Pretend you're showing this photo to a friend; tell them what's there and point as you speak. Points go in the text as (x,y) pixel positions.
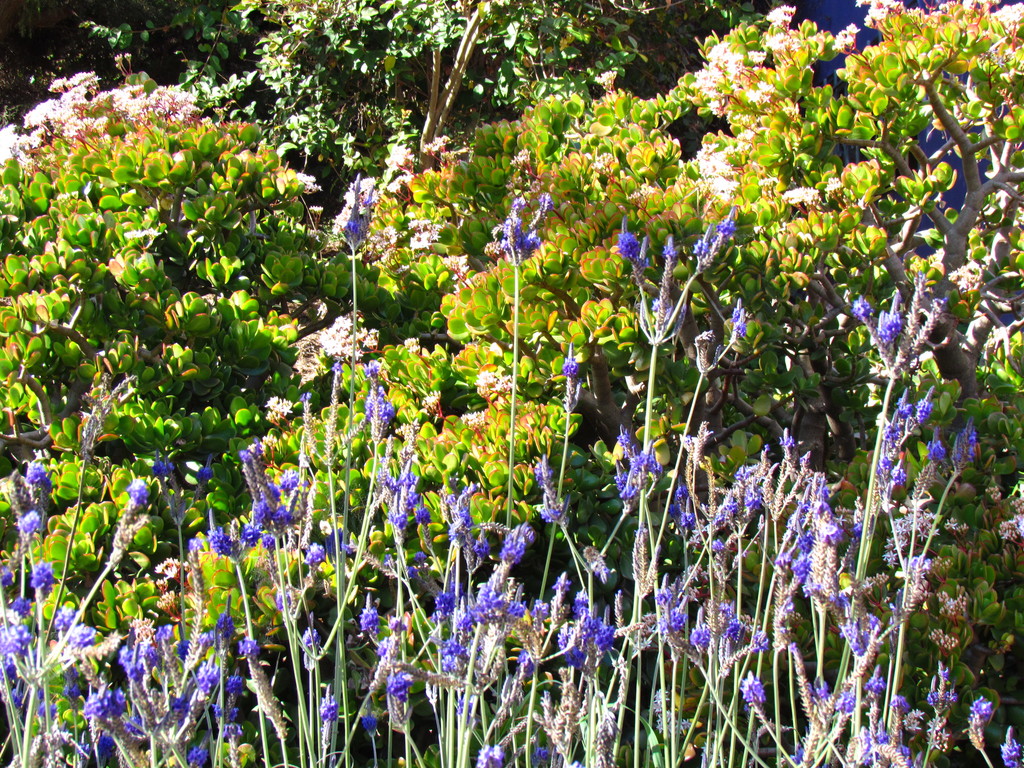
In this image there are so many trees (510,369) and colorful flowers (21,497).
